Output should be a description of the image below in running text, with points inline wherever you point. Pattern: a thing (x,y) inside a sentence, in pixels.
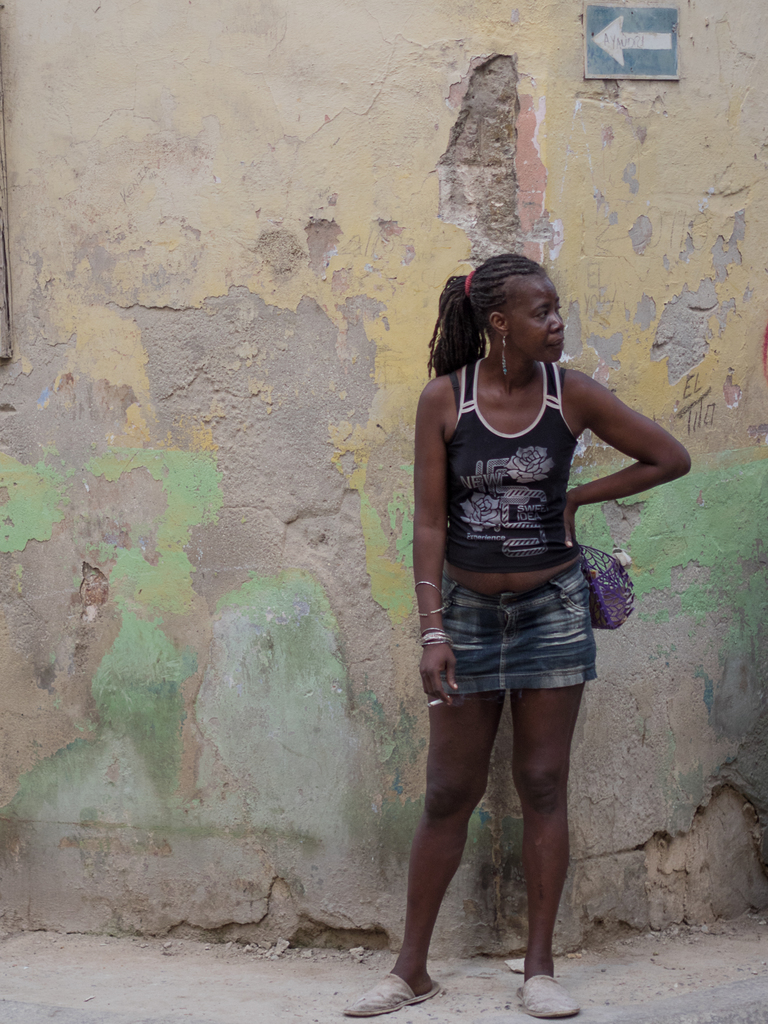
In this picture we can see a woman (443,576) standing on the path (608,984). There is a purple color object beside this woman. We can see a few cracks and some paint (598,83) on the wall (36,889).
